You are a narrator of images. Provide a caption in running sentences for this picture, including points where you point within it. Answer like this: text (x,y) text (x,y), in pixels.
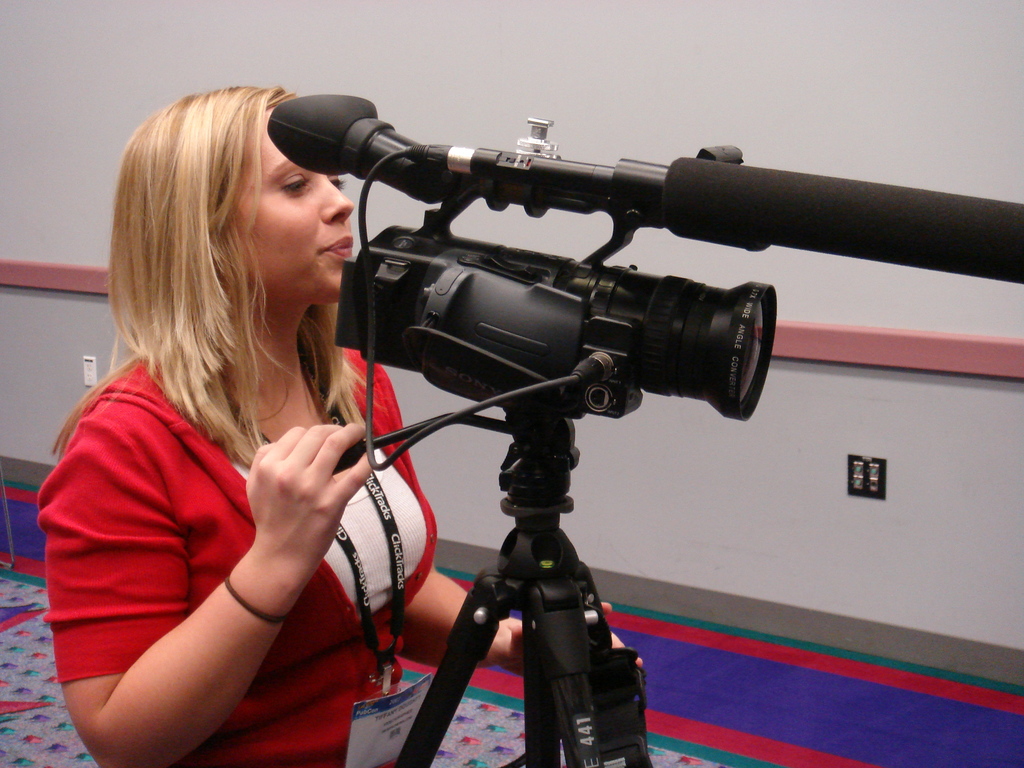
In this picture we can see a woman (272,277) handling a video camera (508,287), in the background (538,94) there is a wall (648,51), in the bottom (716,664) there is a mat (716,664), she wore identity card (390,714).
